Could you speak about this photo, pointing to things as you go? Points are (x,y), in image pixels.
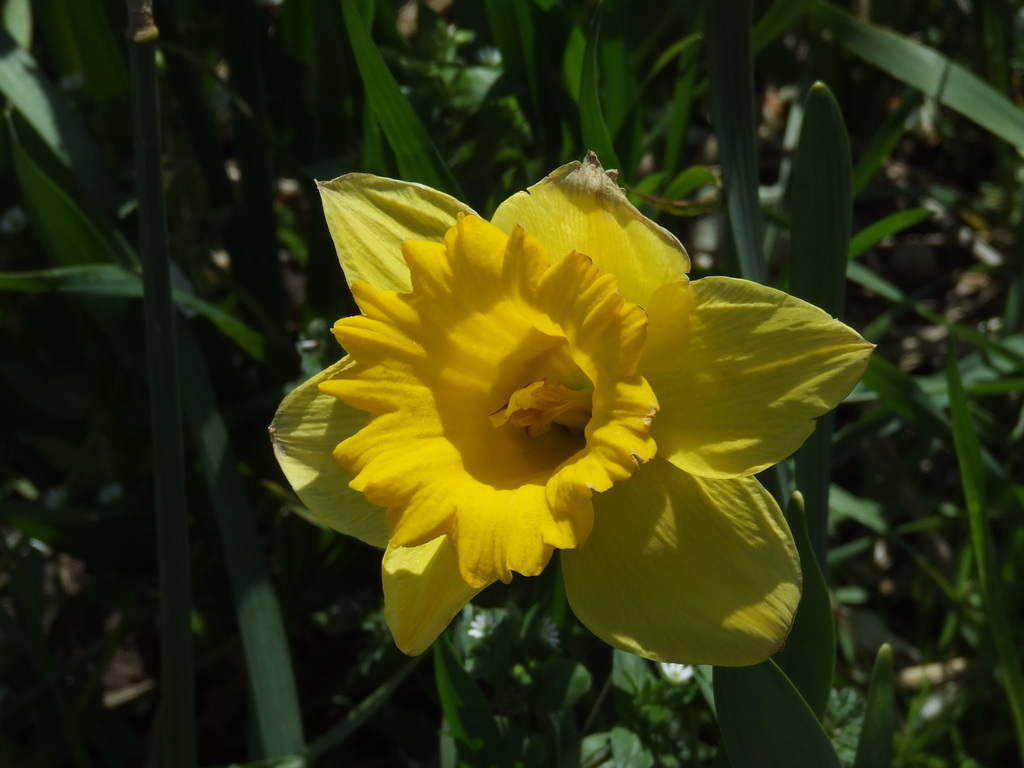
In the middle of the picture (543,308), we see the flower (540,371) in yellow color. In the background (477,712), we see the trees (477,712) or plants (808,186). This picture is blurred in the background (156,455).
